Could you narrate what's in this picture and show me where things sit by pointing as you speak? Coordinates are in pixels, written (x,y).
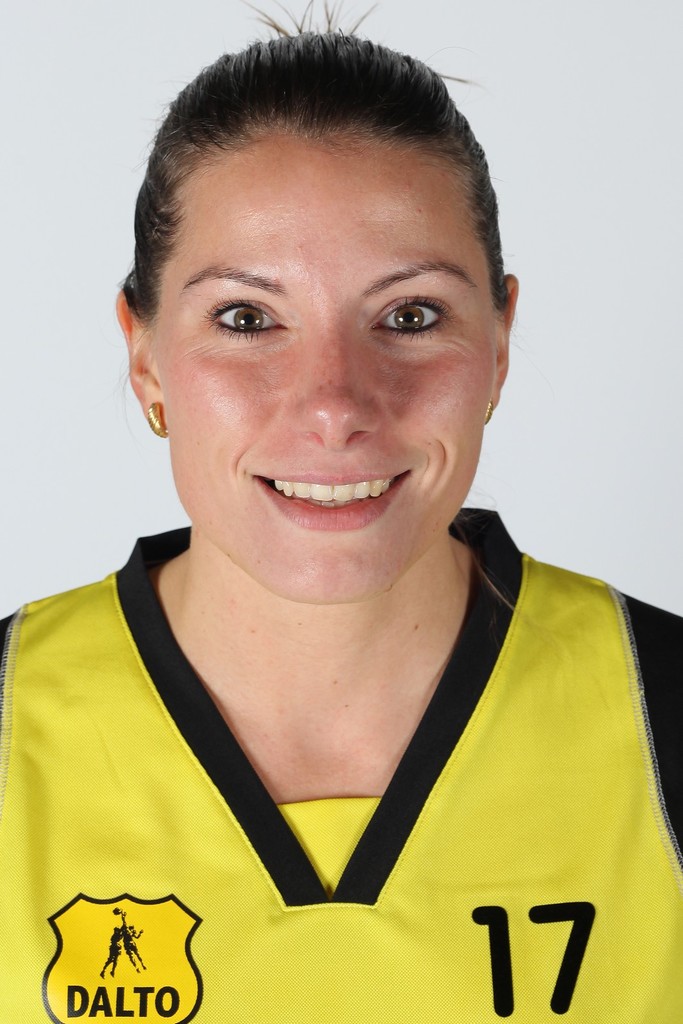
In this picture we can see a woman (451,525) and she is smiling. There is a white background (86,86).
